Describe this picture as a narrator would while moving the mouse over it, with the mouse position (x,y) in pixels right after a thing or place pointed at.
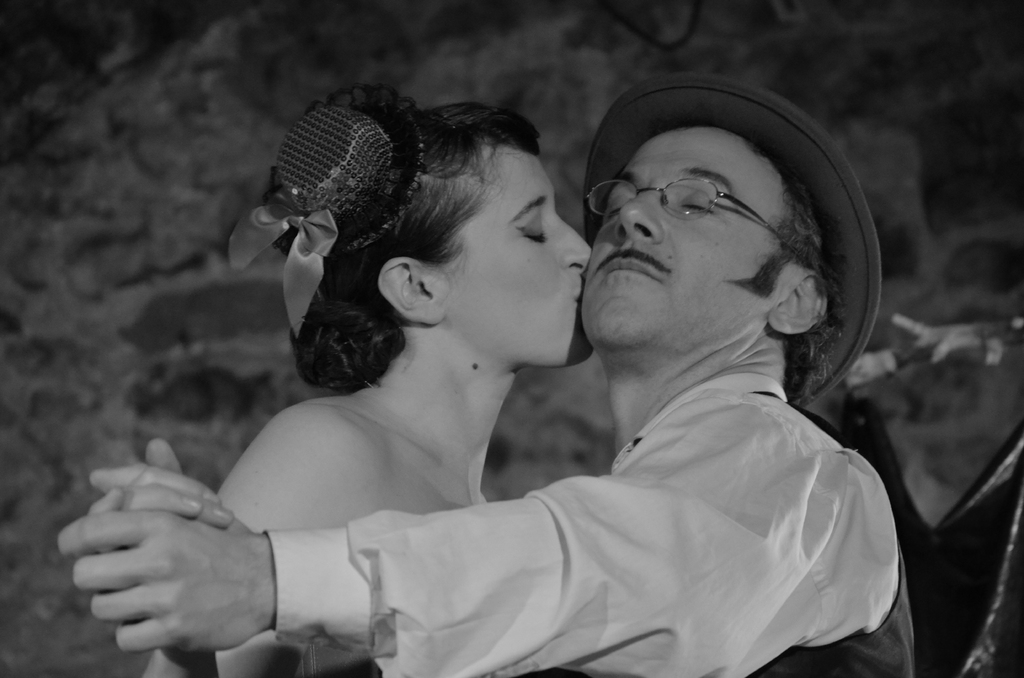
This is a black and white picture. The woman (467,488) in the middle of the picture (403,342) is holding the hand (192,518) of the man (556,495) and she is kissing the man (586,224) beside her, who is wearing a white shirt (679,490) and black hat (723,108). In the background (233,195), it is blurred.
